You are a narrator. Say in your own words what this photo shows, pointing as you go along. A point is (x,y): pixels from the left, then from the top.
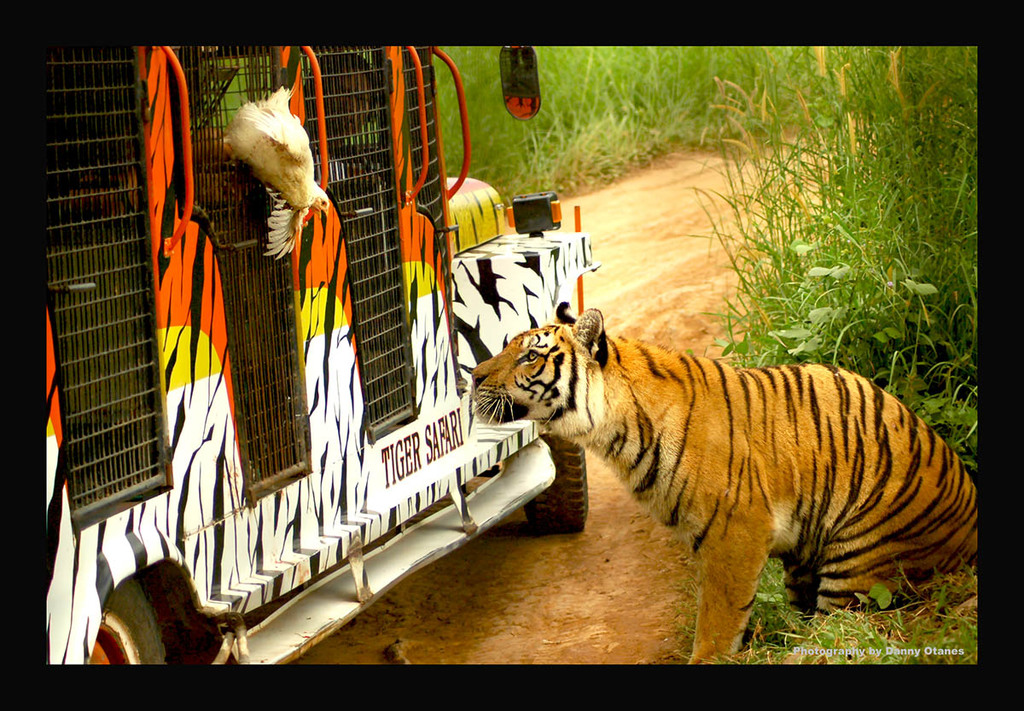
In this image, there are a few animals (656,453). We can see a vehicle (412,548). We can also see the ground (828,629). We can see some grass (828,629) and plants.
